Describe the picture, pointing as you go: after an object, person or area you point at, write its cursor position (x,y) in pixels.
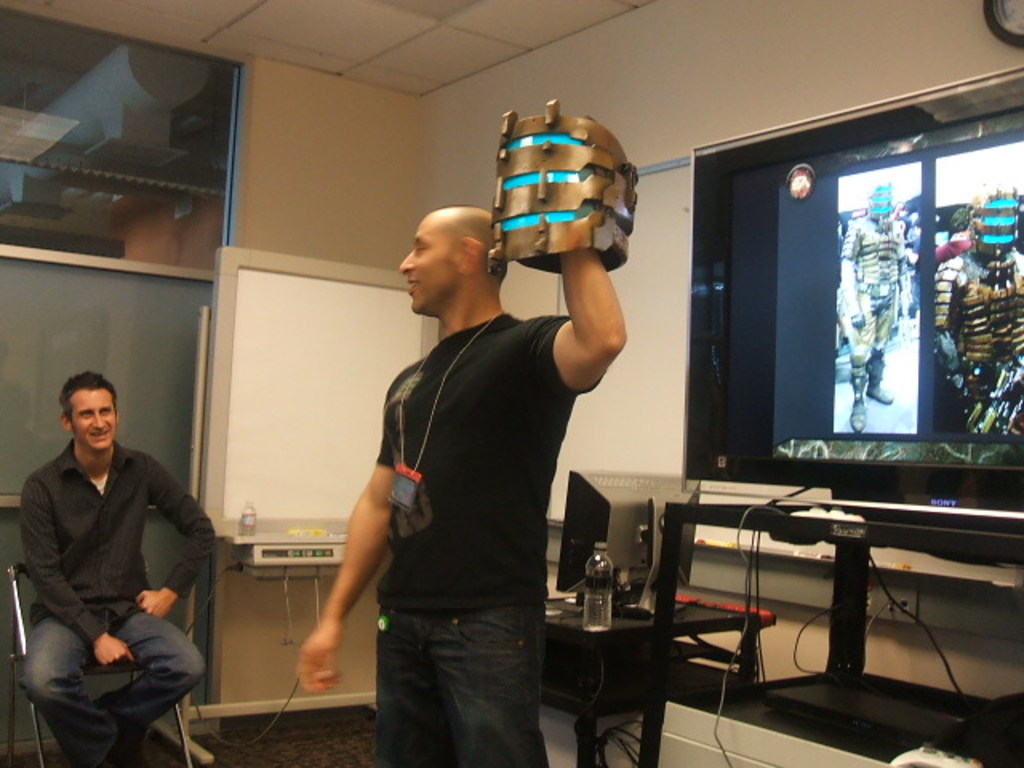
In the center of the image (412,416) we can see a man (443,556) standing and holding an object (551,132). On the left (100,625) there is a man (84,634) sitting on the chair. On the right (876,397) we can see a screen (887,422). In the center (617,479) there is a computer (571,582) and a bottle (589,605) placed on the table (575,618). In the background (732,89) there is a wall (598,86).
